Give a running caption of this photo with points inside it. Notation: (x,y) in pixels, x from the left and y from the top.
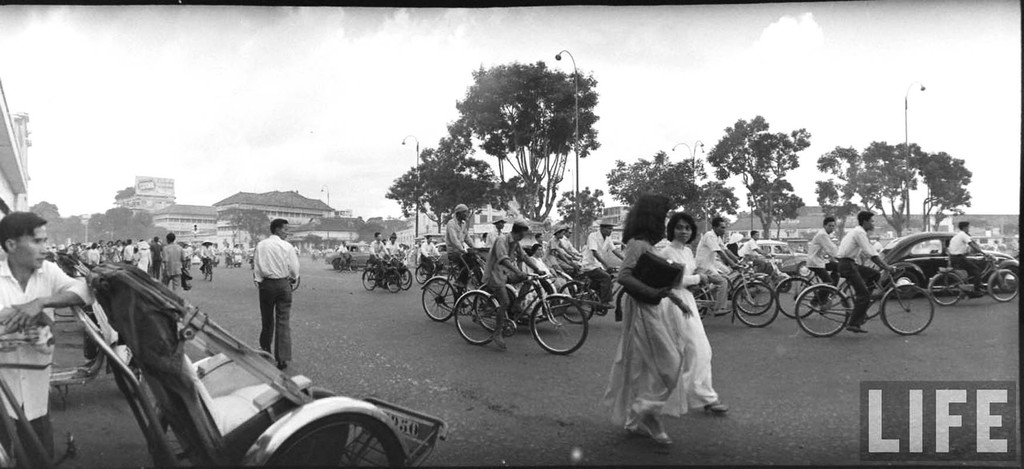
In this picture there are group of people (394,247), those who are cycling on the road (1003,365), there are some trees (548,80) around the area of the image, it seems to be a road side (763,388), there are some cars (913,269) at the right side of the image (920,281), it is a day time and the word life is written at the right bottom corner of the image (909,394).
